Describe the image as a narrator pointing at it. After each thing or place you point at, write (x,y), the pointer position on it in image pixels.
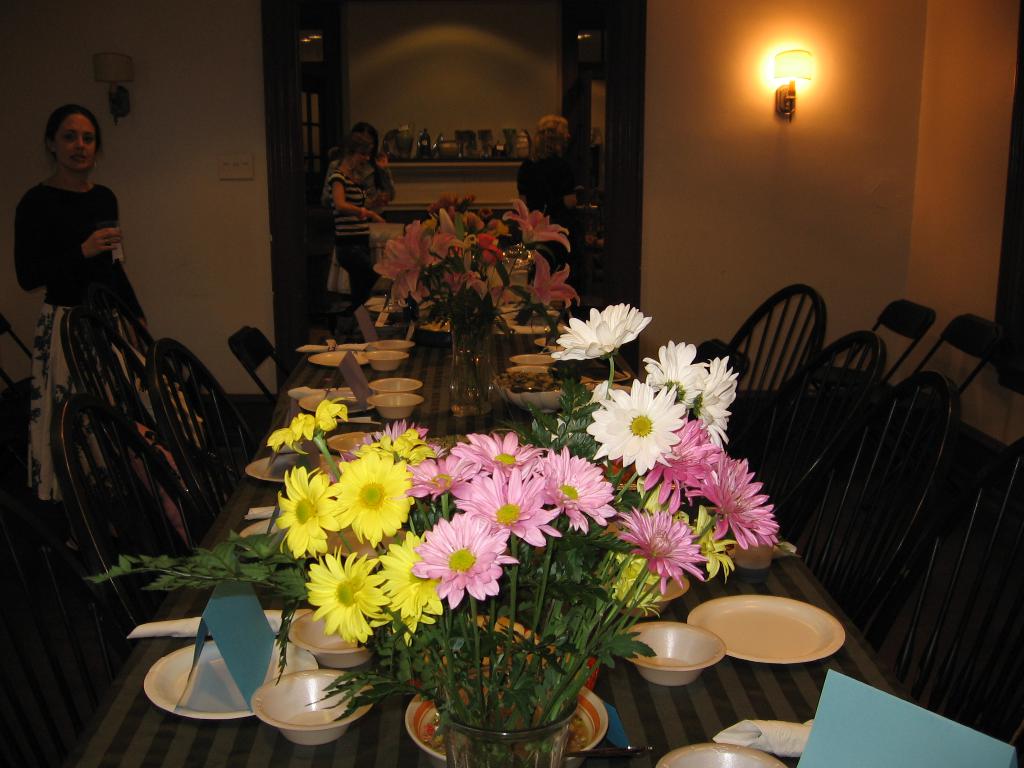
On this table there are cups (313,616), flowers (480,598) with vase (527,749), plates (770,642) and cards (910,752). Around this table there are chairs (959,548). These persons (90,243) are standing. This woman (62,301) is holding a cup (104,241). A light (781,65) is on wall (752,96). On this table (481,175) there are things (464,156).
